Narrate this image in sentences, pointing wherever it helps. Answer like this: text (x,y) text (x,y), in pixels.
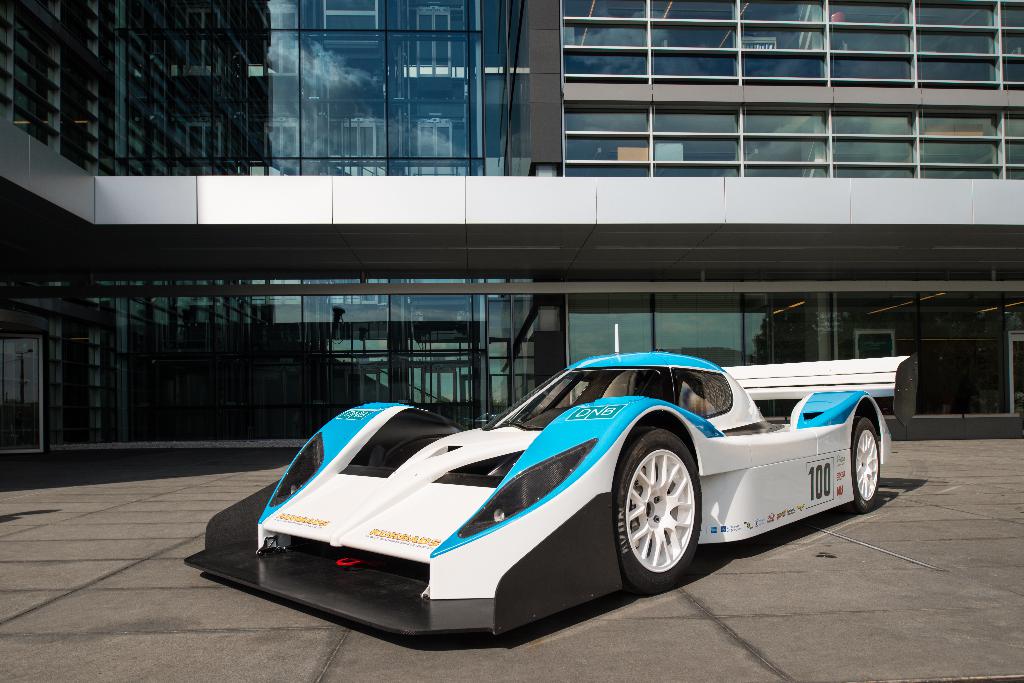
In this picture there is a car (316,447) in the center of the image (666,423) and there is a skyscraper (344,206) in the background area of the image (442,171).
